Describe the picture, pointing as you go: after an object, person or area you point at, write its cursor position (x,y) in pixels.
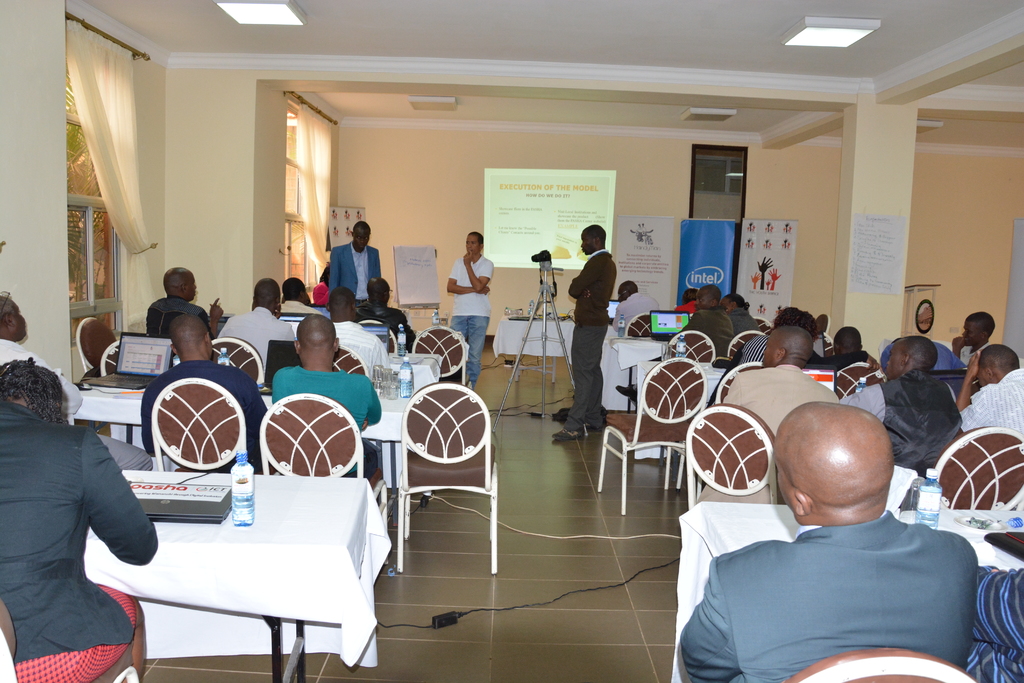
In this image i can see few persons (167,386) sitting on chairs (677,376) in front of a table (781,511). In the background (478,287) i can see few persons (482,274) standing, a camera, a projection screen (530,213), the wall (417,160), curtains (321,152), few windows (92,243) and few banners (679,266).
